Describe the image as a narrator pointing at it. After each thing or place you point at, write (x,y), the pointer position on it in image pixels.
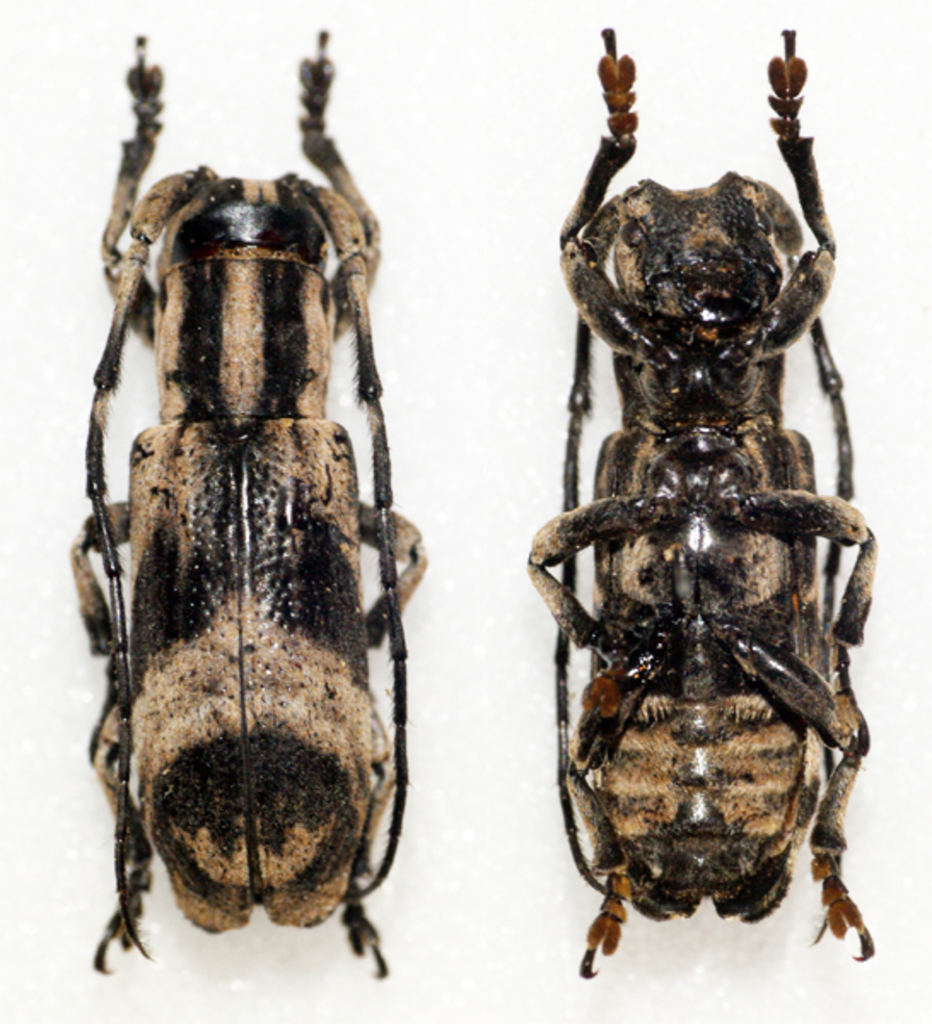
In this picture we can see inner and outer layers (377,422) of an insect (351,499). In the background of the image (483,5) it is white.
